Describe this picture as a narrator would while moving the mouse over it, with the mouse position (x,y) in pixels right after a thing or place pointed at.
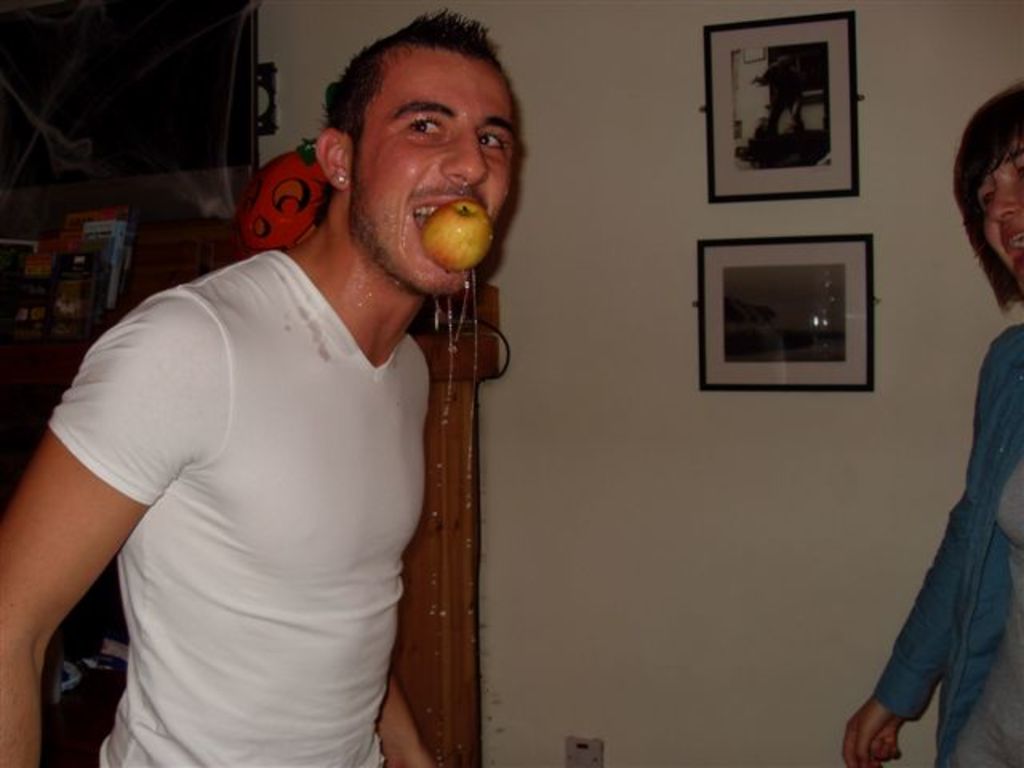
In this image there is a man (259,479) in the middle (344,382) who kept an apple (463,248) in his mouth (418,218). There is water (459,321) falling down from his face (405,209). On the right side (966,558) there is a woman (1005,365). In the background (643,330) there is a wall (656,284) on which there are two photo frames (764,177). On the left side (175,151) there is a banner (164,107). In front of the banner (126,132) there are racks (153,238) on which there are books (67,311).
